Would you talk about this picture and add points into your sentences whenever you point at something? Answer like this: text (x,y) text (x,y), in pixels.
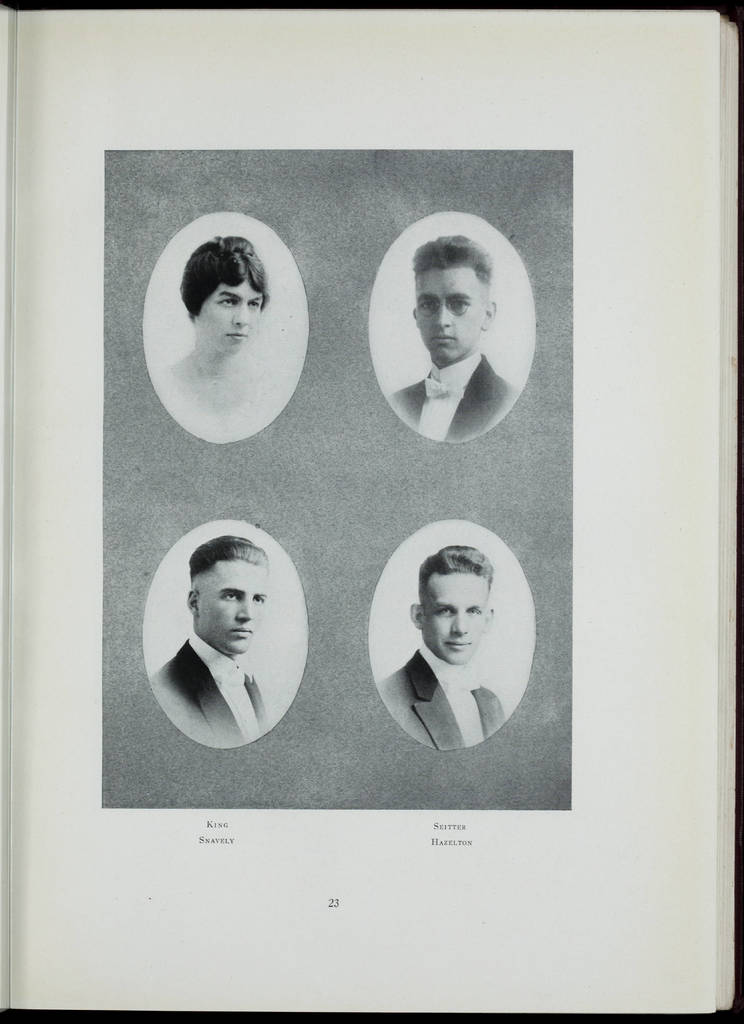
In this picture, we see the photos (392,364) of three men (432,674) and a woman (227,378). At the bottom of the picture (213,822), we see some text (208,840) and page number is written. In the background (37,80), it is white in color. This picture is taken from the textbook (375,641).
